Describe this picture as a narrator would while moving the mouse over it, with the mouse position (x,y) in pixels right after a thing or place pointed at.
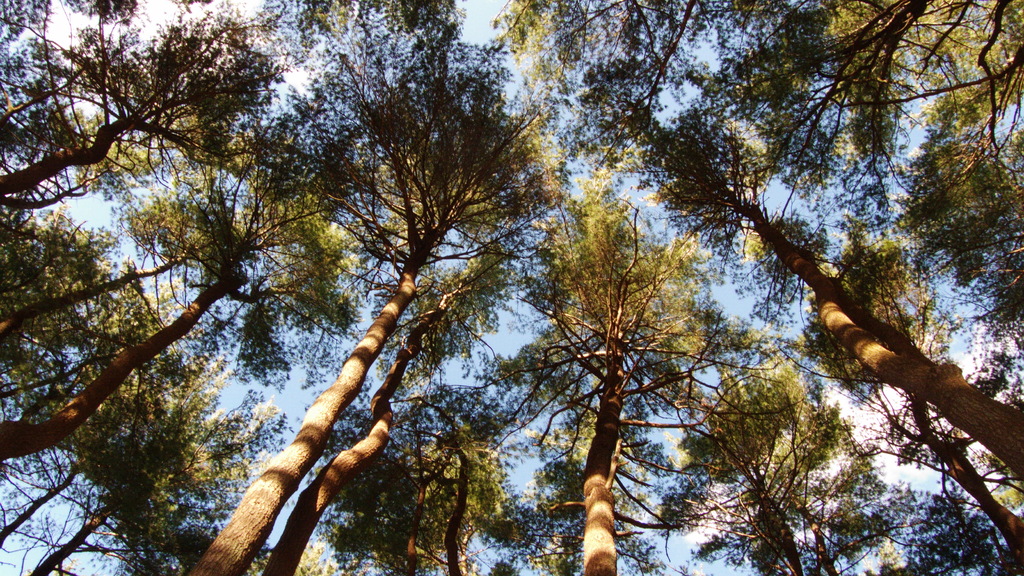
In this image, we can see trees (759,376) and at the top (165,179), there is sky (470,4).
